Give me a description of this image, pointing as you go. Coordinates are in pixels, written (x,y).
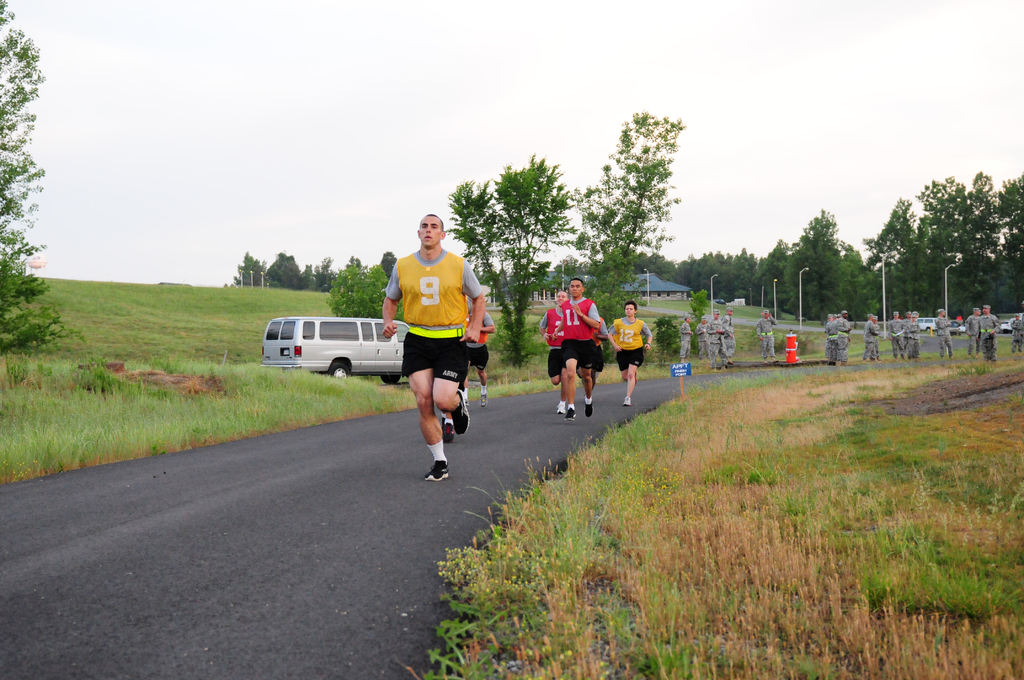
In this image I can see people (412,310) where most of them are wearing uniforms (988,326). Here I can see something is written on their dresses (550,346). I can also see road (350,420), a vehicle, grass (697,472), a blue colour board (678,366) and over there I can see a red colour thing (786,352). I can also see something is written on this board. In the background (780,276) I can see number of trees (846,261), number of poles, street lights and over there I can see a building (662,280). I can also see few more vehicles (954,324) in background (933,326).
